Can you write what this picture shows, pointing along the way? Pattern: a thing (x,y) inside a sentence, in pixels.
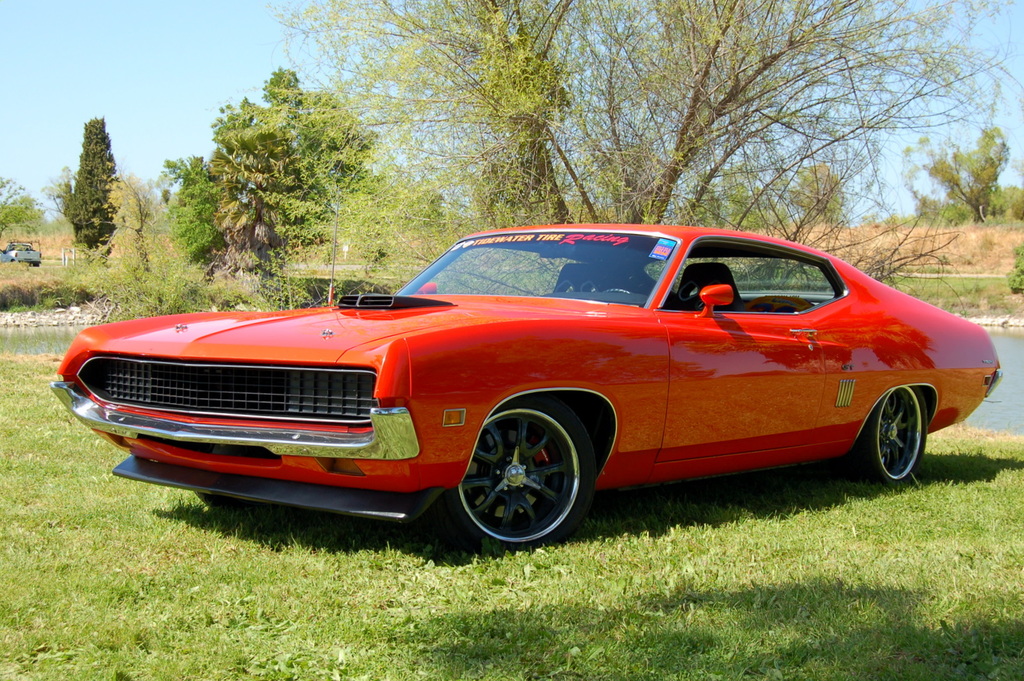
In this picture we can see vehicles (456,385) are on the grass (485,594), behind we can see the lake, trees (259,226).
